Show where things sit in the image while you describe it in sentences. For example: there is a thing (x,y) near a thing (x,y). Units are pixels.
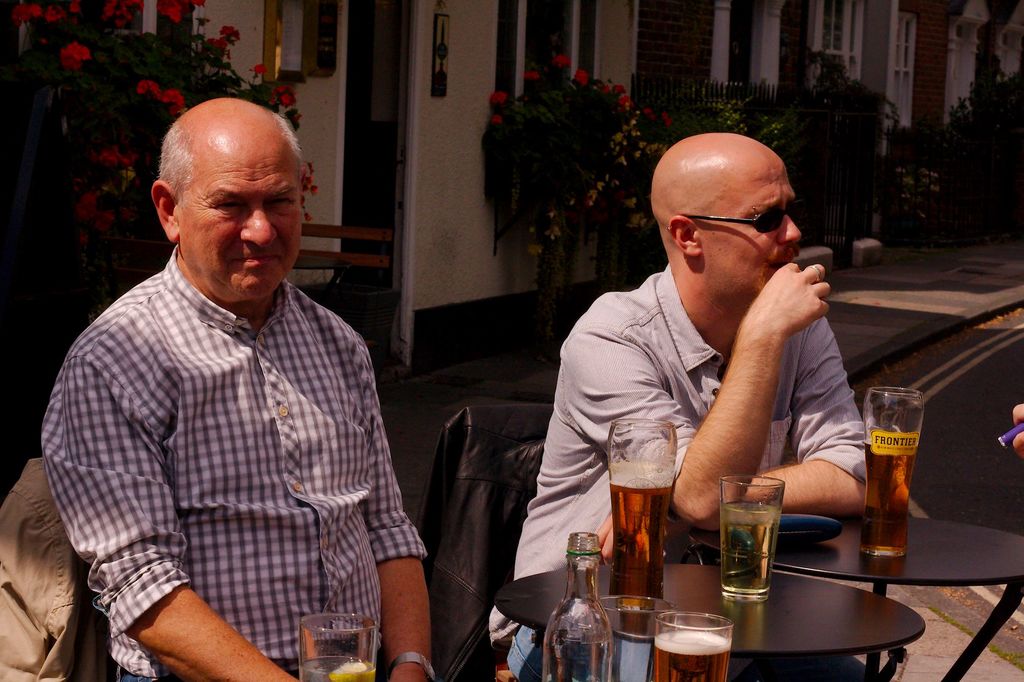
In this image we can see two persons (747,475) sitting in front of a table (781,597). One person (747,419) is wearing goggles (756,216). On the table (824,549) we can see several glasses (757,547) filled with liquid (746,532) in it. In the background (614,222), we can see group of plants (626,214), metal fence (865,135) and buildings (998,56).
